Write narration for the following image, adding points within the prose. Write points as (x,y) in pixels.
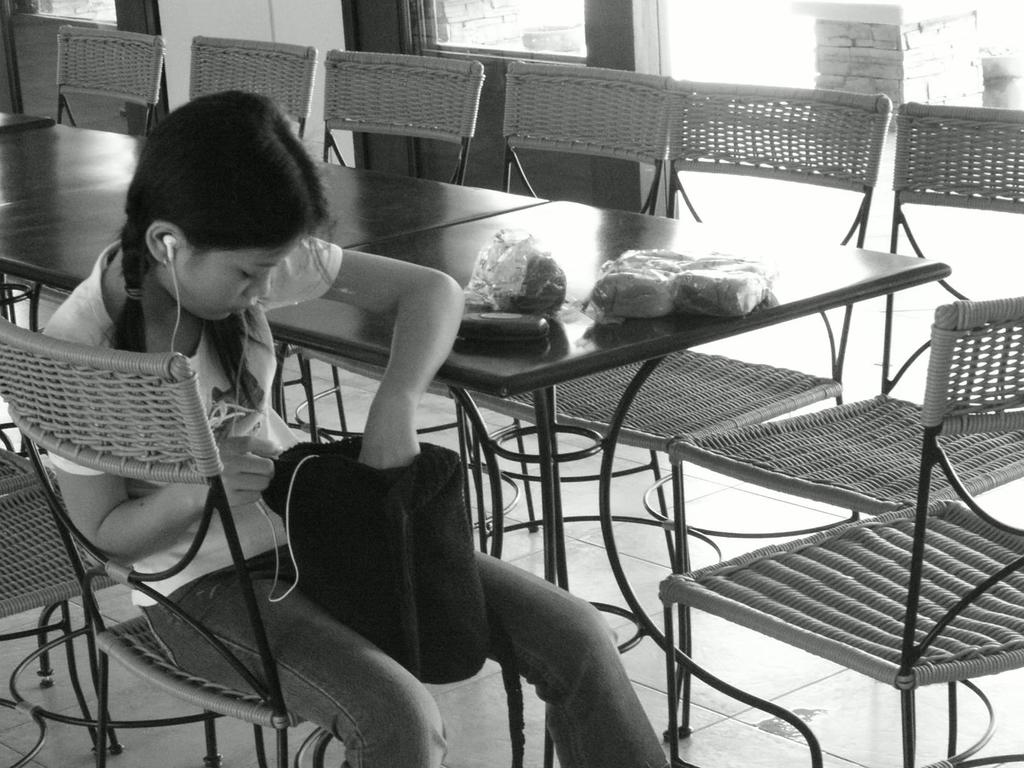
In this image I can see a girl (271,564) sitting on the chair (260,650) and holding a bag (323,501) in hand (259,476). Just beside this girl (418,277) there is a table (405,216) and chairs (878,501) are arranged around it. In the background (293,26) there is a wall (226,28).
